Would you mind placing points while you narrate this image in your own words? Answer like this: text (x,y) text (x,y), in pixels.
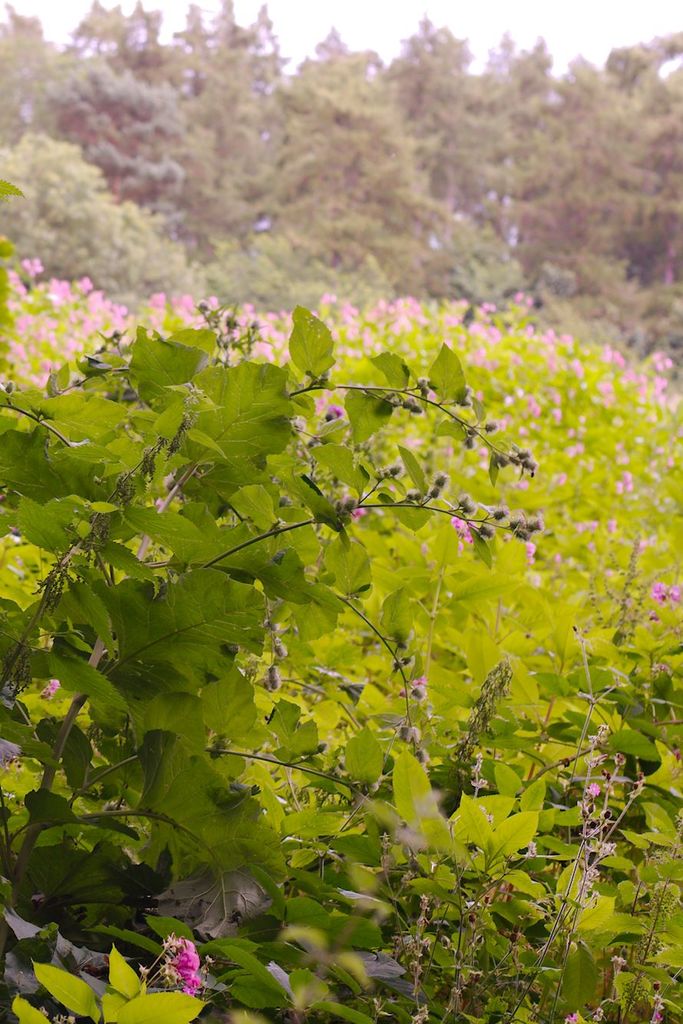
In this image there are plants (258,475) and trees (39,184).
